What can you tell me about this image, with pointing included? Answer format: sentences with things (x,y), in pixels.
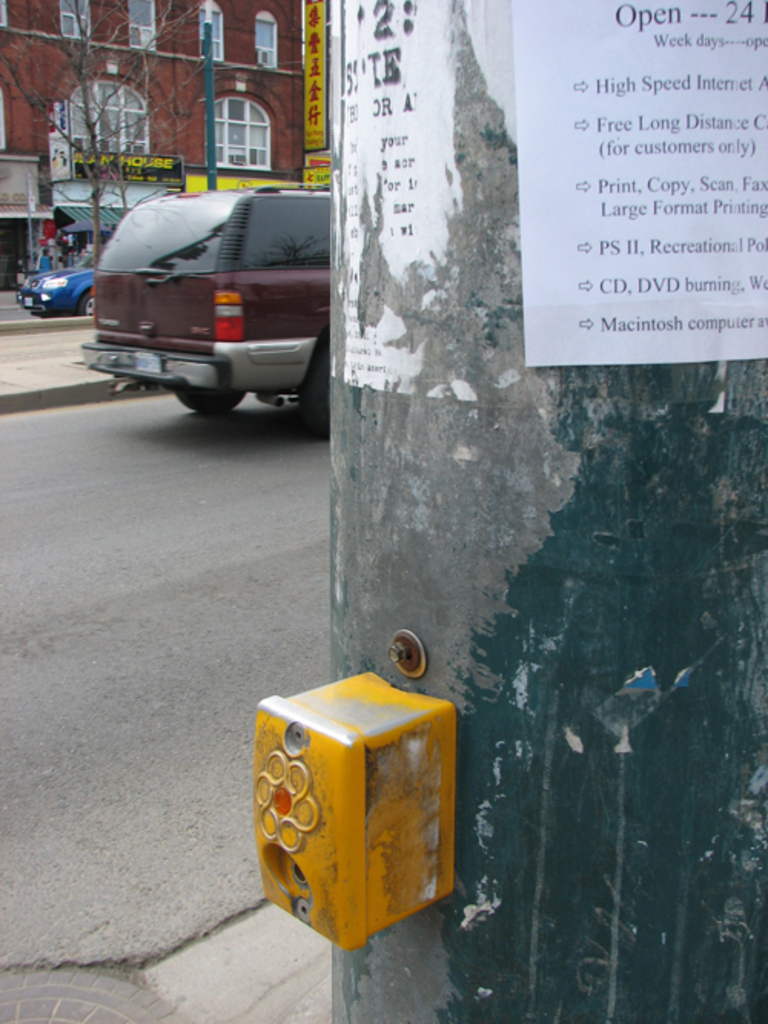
This picture shows a building (125,151) and a tree (112,150) and we see couple of cars (123,313) on the road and few hoardings (81,165) and we see a paper (539,323) on the pole (396,386) and a box (272,710).
